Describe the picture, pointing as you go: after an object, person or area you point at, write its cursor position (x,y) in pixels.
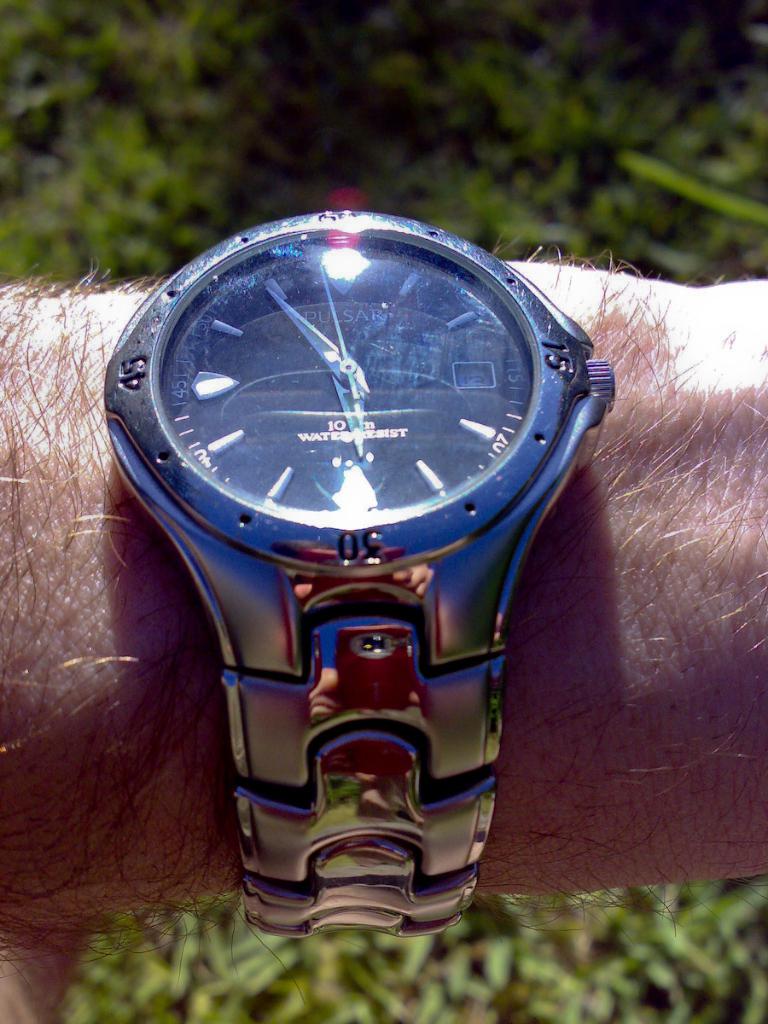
In this image we can see the watch (374,589) to someone's hand (609,492) and in the background (308,195) we can see the leaves (487,937).
